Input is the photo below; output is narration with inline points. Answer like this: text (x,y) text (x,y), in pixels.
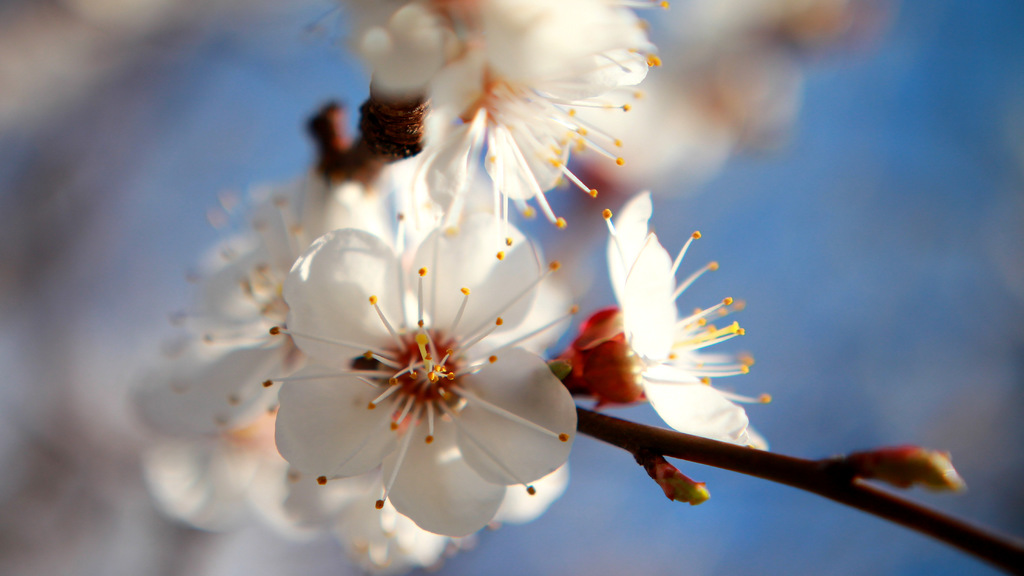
Here, we can see some white color flowers (619,361) and there is a blur background (128,118).
